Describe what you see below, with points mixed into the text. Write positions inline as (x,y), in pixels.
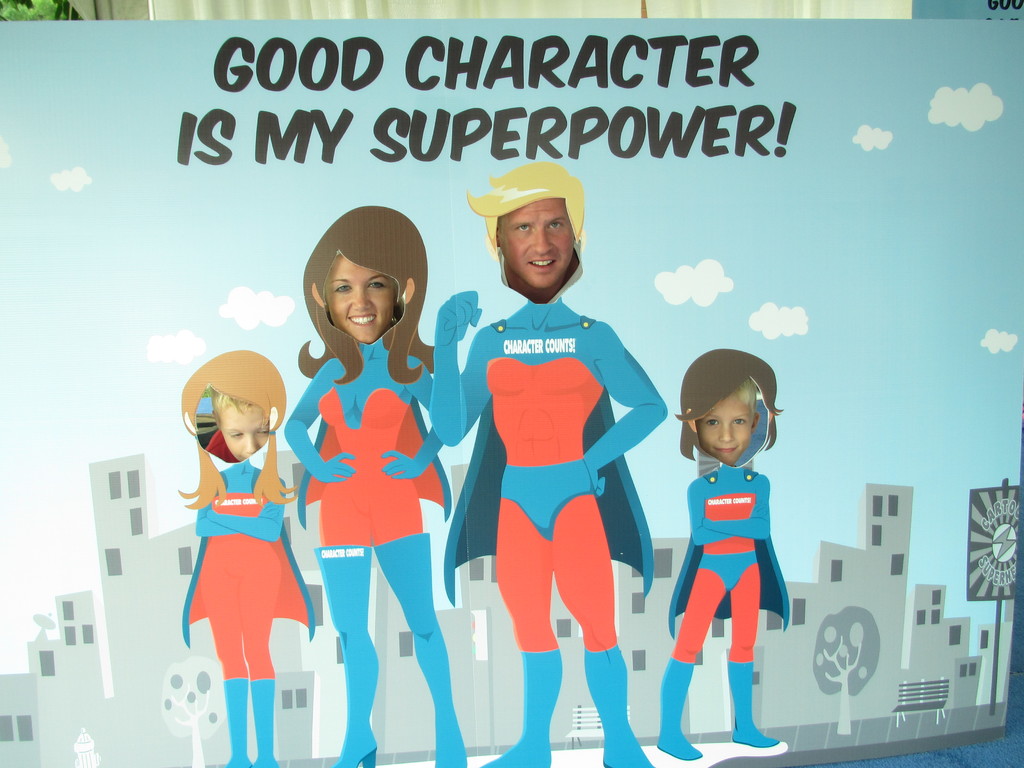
In this image there is one poster (485,487) as we can see in middle of this image (469,456) and from these posters (645,322) we can see the four faces (709,434) of the persons (729,434) in middle of this image (354,270) and there is a text (697,68) written on this poster (384,54) at top of this image (402,133).
